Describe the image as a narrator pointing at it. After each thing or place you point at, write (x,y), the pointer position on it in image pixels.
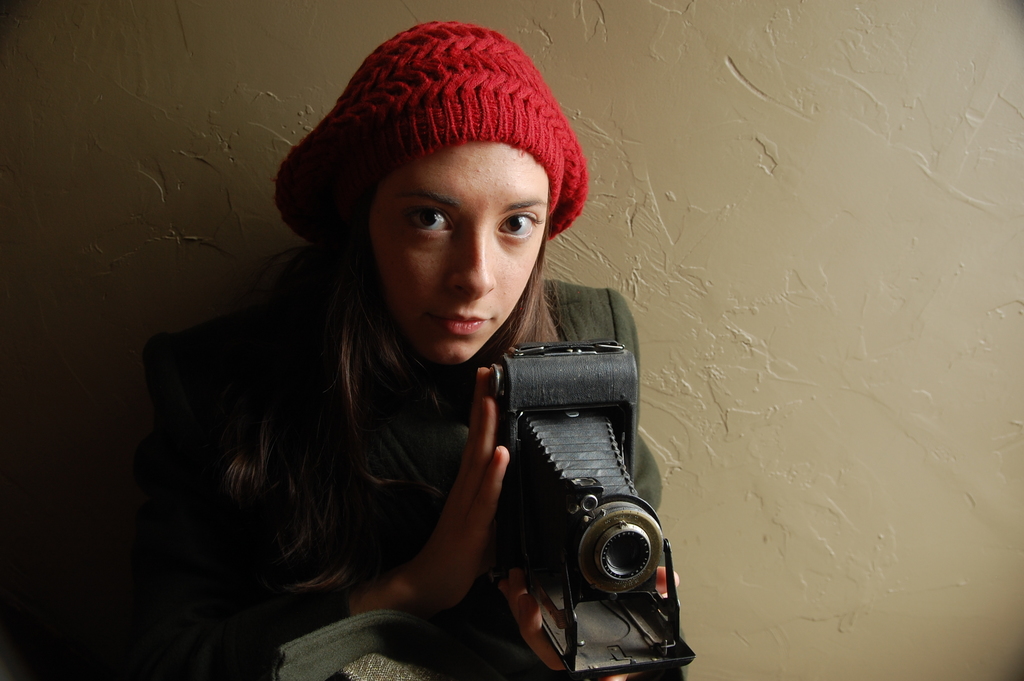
Here we can see a woman (227,617) with a camera (530,519) in her hand (423,555).
